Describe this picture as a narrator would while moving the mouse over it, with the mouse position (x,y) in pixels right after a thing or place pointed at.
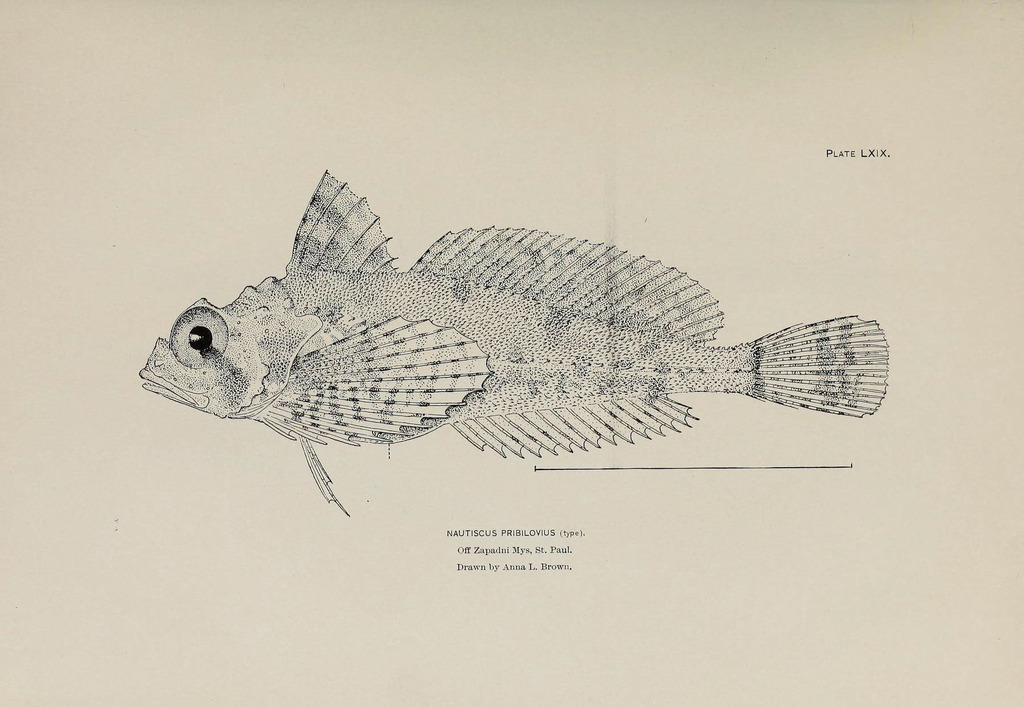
In this image I can see an art (722,384) of a fish (207,313) which is in black color on the paper (131,276) and the paper (836,275) is in white color.
